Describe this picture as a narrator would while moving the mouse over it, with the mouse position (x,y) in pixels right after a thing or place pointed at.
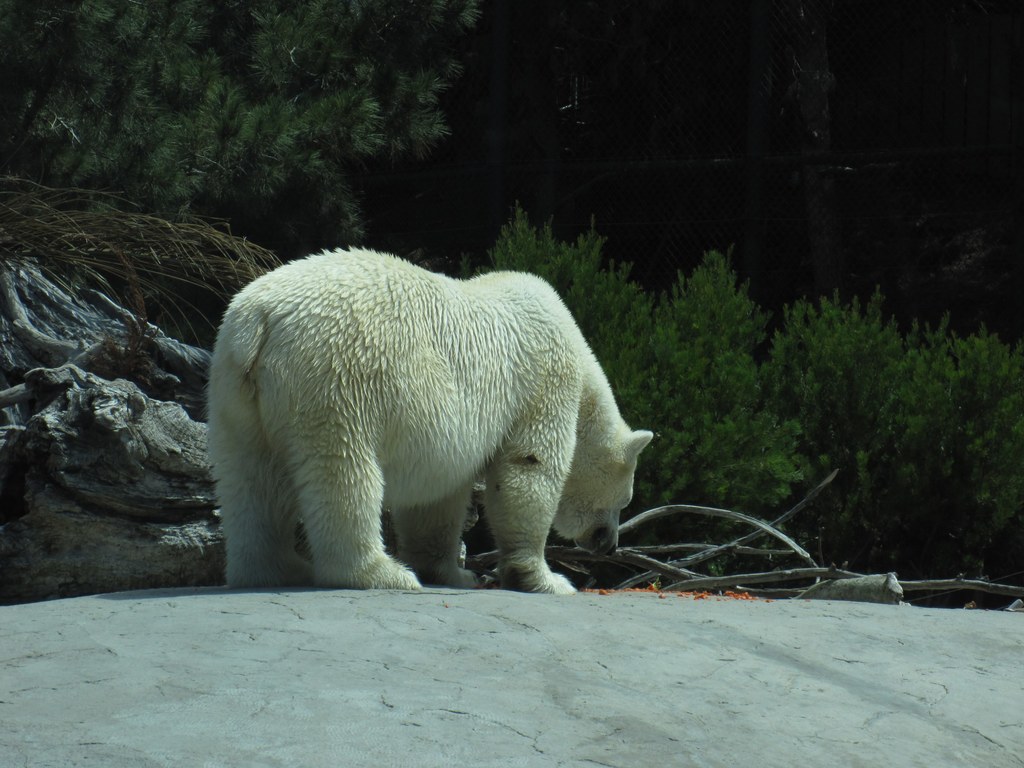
In this image there is a polar bear (444,527) standing on the ground (439,611). In front of it there are dried stems (685,558) and rocks (100,318). In the background (219,103) there are plants (323,160). At the top (690,156) it is dark.
